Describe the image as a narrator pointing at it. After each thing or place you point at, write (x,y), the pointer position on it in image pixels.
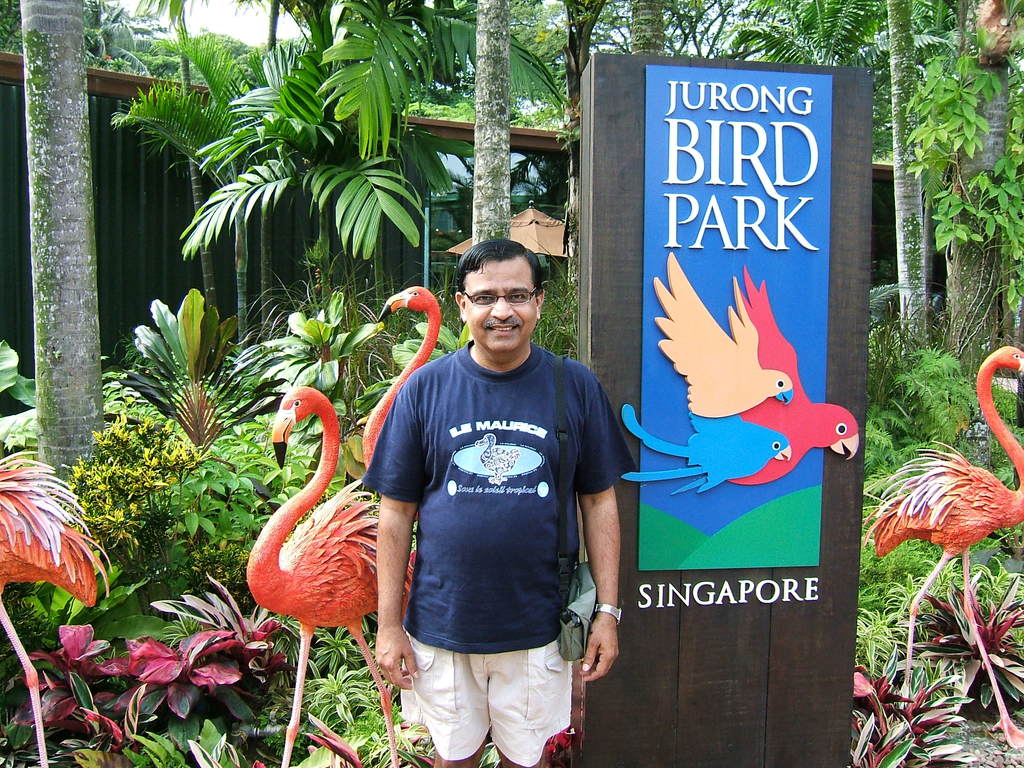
As we can see in the image there are plants (260,437), trees (39,247), banner (675,496), a man (518,609) standing over here and there are flamingo statues (331,504).
